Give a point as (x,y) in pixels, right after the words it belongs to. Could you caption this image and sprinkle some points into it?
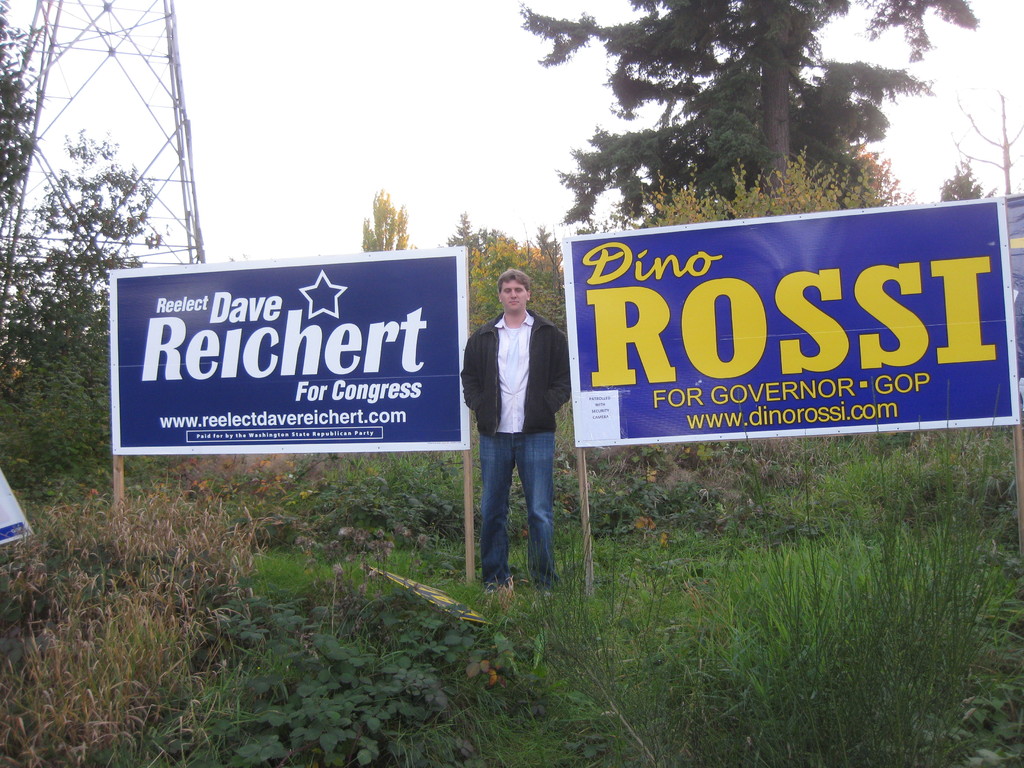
In the center of the image (495,349) there is a person (487,452) wearing a black color jacket (531,378). In the background of the image (835,176) there are trees (10,172). There is a tower (201,257). There are two banners (446,316). At the bottom of the image (616,698) there is grass (536,710).
